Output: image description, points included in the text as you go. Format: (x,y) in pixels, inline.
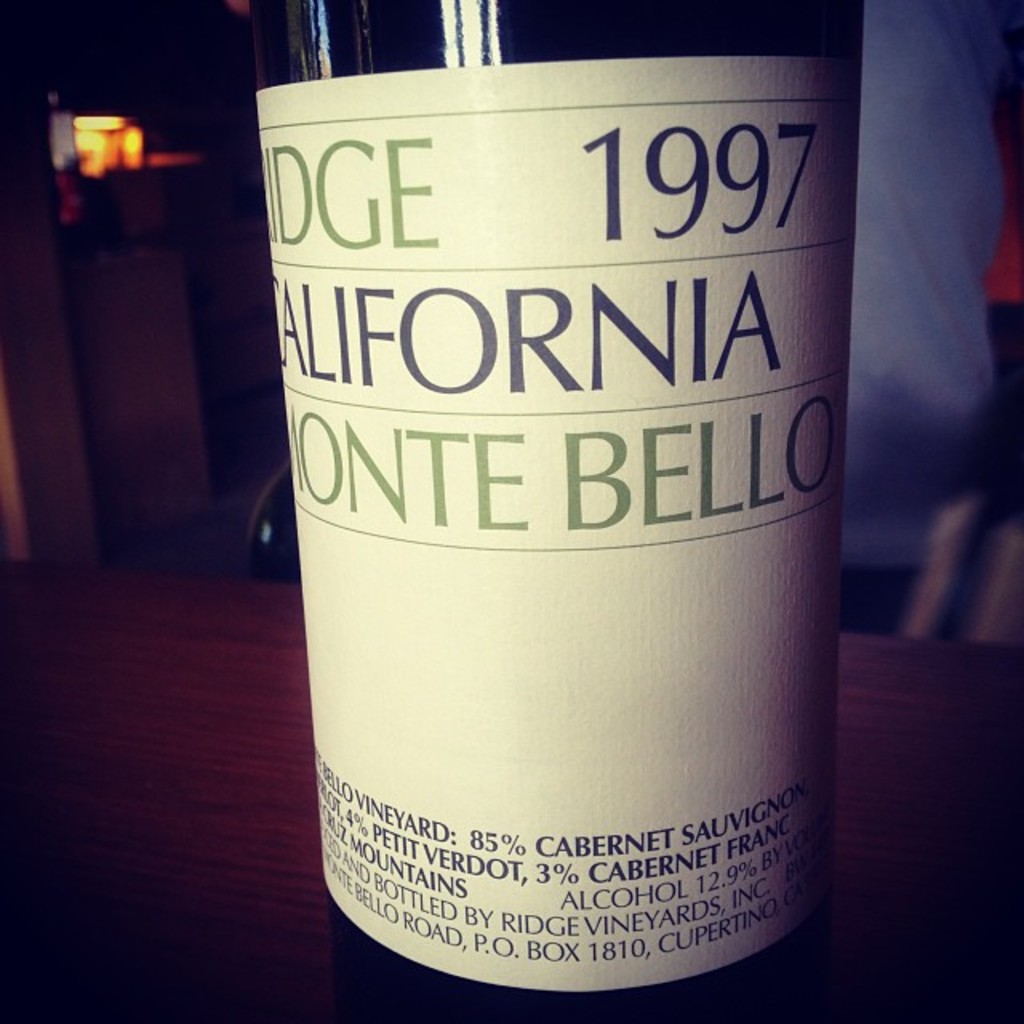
In this picture we can see a bottle (718,156) on the wooden surface (151,613) with sticker (463,353) on it. In the background (213,500) we can see some objects (294,529) and it is dark.
